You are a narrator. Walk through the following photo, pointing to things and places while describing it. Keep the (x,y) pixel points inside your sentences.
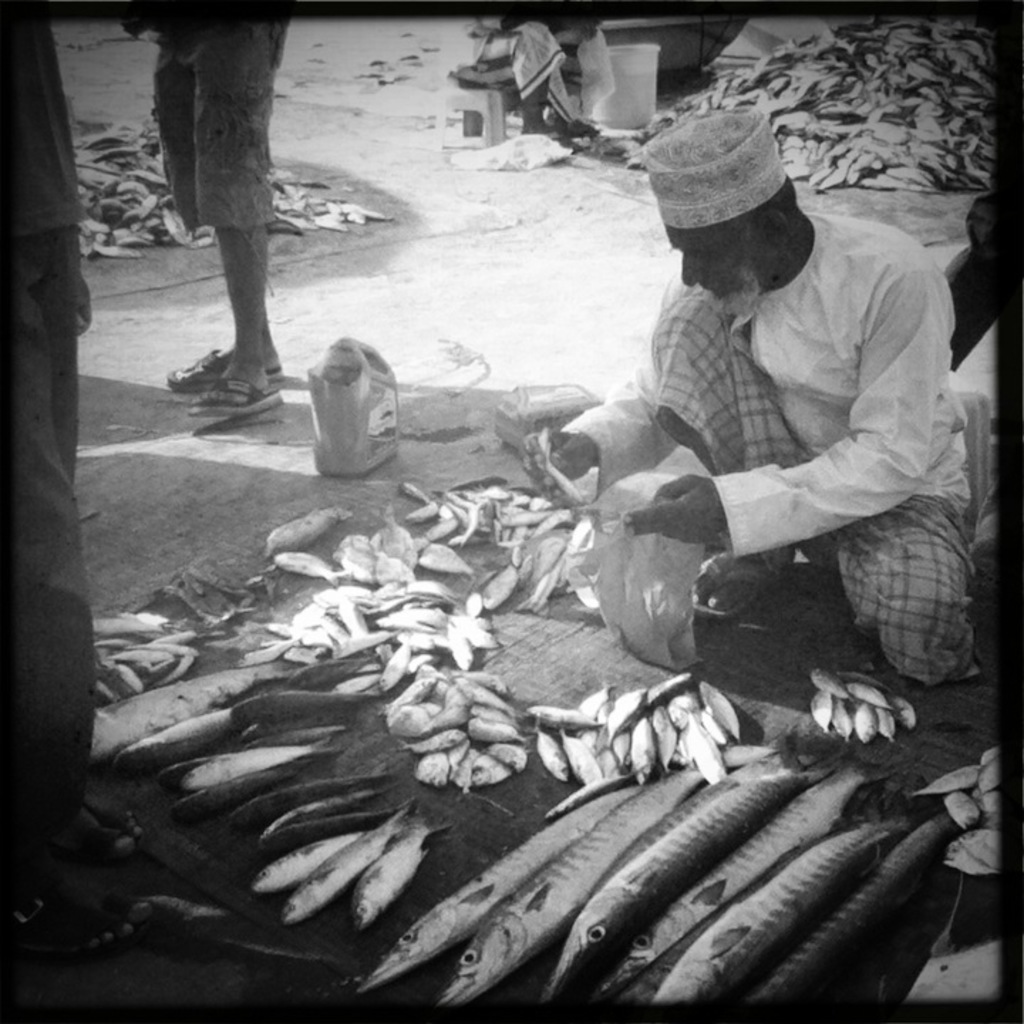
In this picture we can see a group of fish (434,510), some people (251,307) are on the ground (486,349) and some objects (654,53).
